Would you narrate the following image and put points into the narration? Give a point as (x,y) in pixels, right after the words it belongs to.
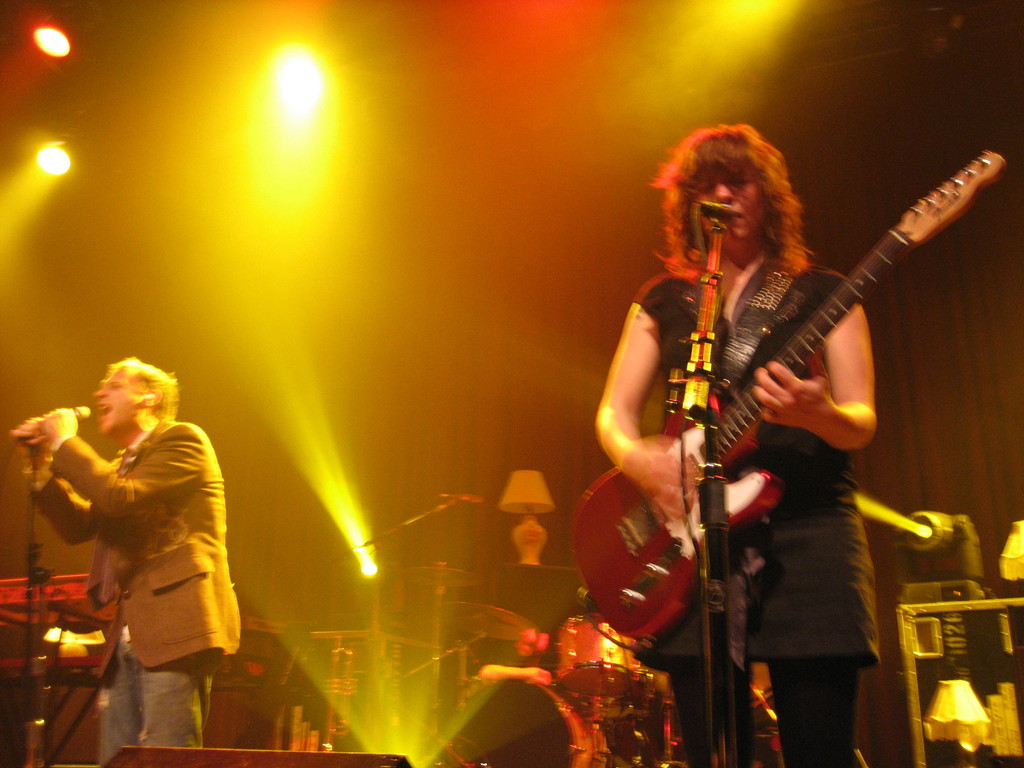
On the background (934,403) we can see curtain (412,262) lights (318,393) and a lamp (509,504), drums (598,749). We can see one person (646,460) standing in front of a mike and playing guitar (765,482). At the left side of the picture (171,681) we can see a person (67,444) holding a mike (81,409) in his hand (65,431) and singing.
